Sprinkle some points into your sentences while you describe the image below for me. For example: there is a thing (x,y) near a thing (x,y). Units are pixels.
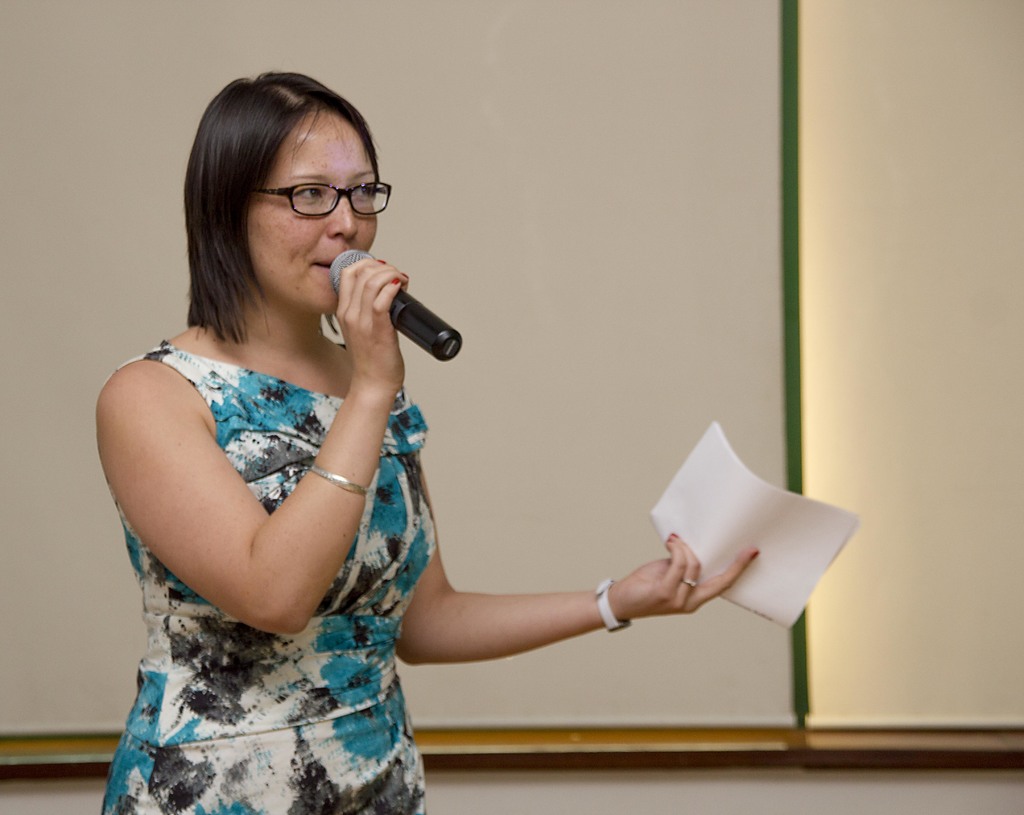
In this image is a woman (215,559) holding a mic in one hand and papers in another hand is delivering a speech, behind the woman (377,448) there is a screen (95,493).
